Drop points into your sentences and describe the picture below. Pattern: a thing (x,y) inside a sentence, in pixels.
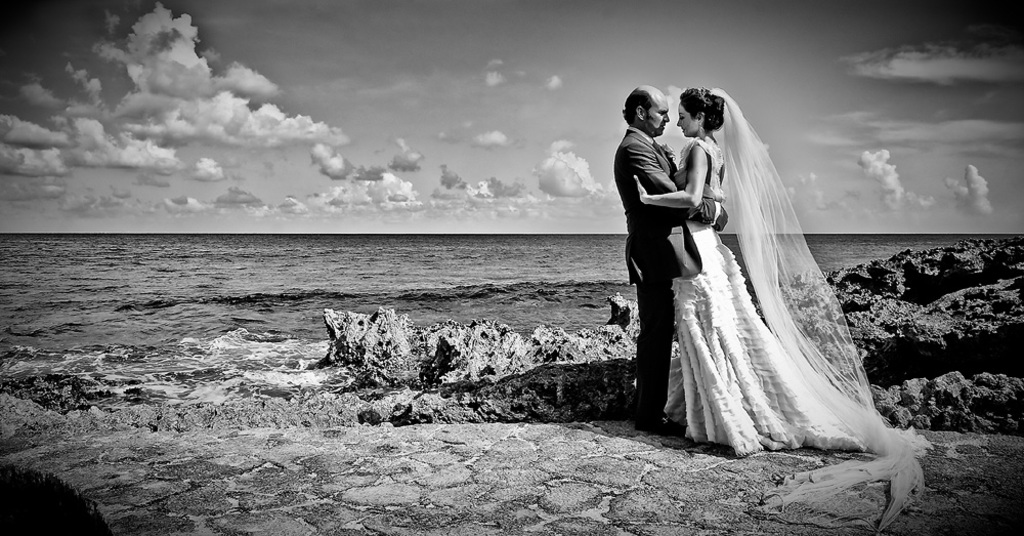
This is a black and white image and here we can see a bride (769,262) and a groom (689,211). At the top (358,93), there are clouds (340,173) in the sky (340,173) and at the bottom (357,402), there is water (576,315) and we can see rocks (543,414).
